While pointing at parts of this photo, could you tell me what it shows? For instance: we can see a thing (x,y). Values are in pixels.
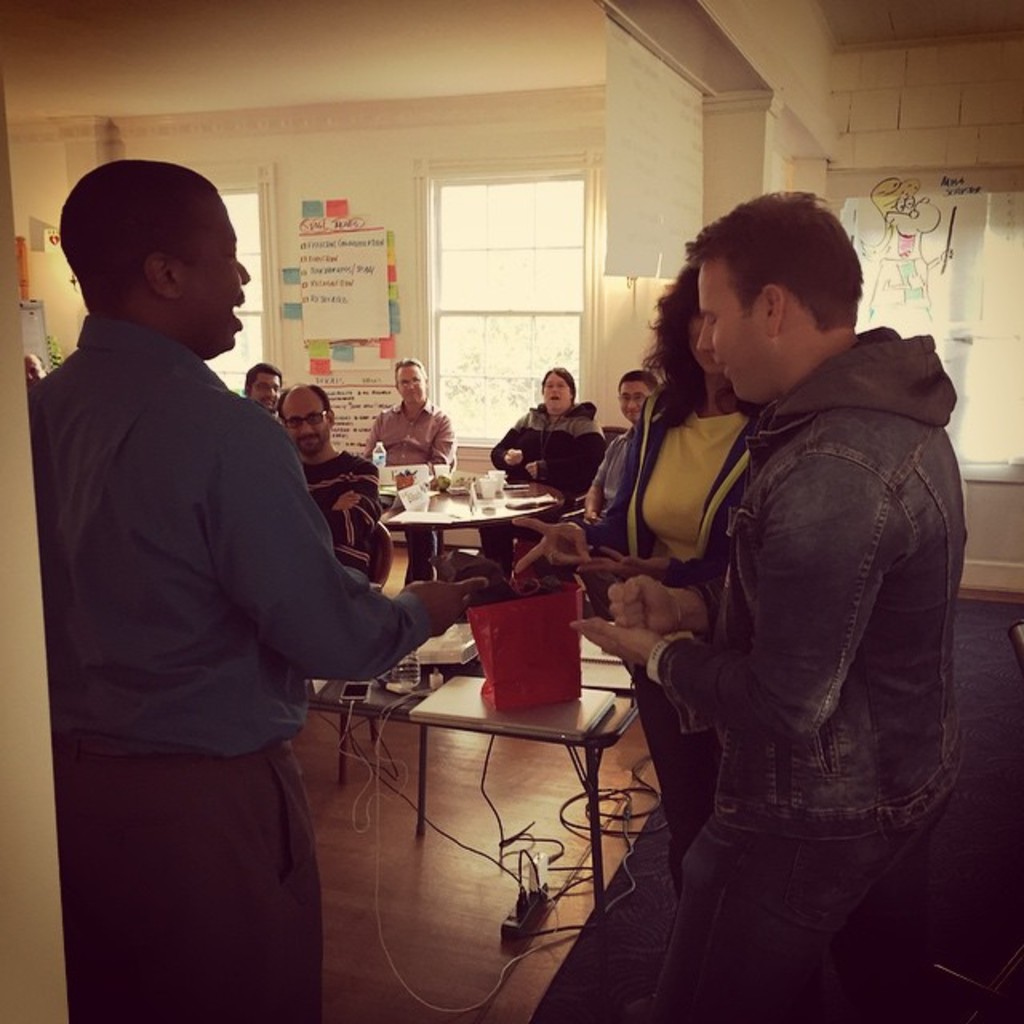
This picture is taken in a room (308,362), there are three persons (654,635). Person (248,673) towards the left (240,509), he is wearing a blue shirt (84,528) and trousers (297,773). Person (763,662) towards the right (775,695), he is wearing a jacket (828,721) and jeans (778,857), besides him there is another person (717,482), she is wearing a yellow t shirt (674,462). In the background (619,472) there are tables (489,511) and group of people (598,427) and a wall (489,124).
